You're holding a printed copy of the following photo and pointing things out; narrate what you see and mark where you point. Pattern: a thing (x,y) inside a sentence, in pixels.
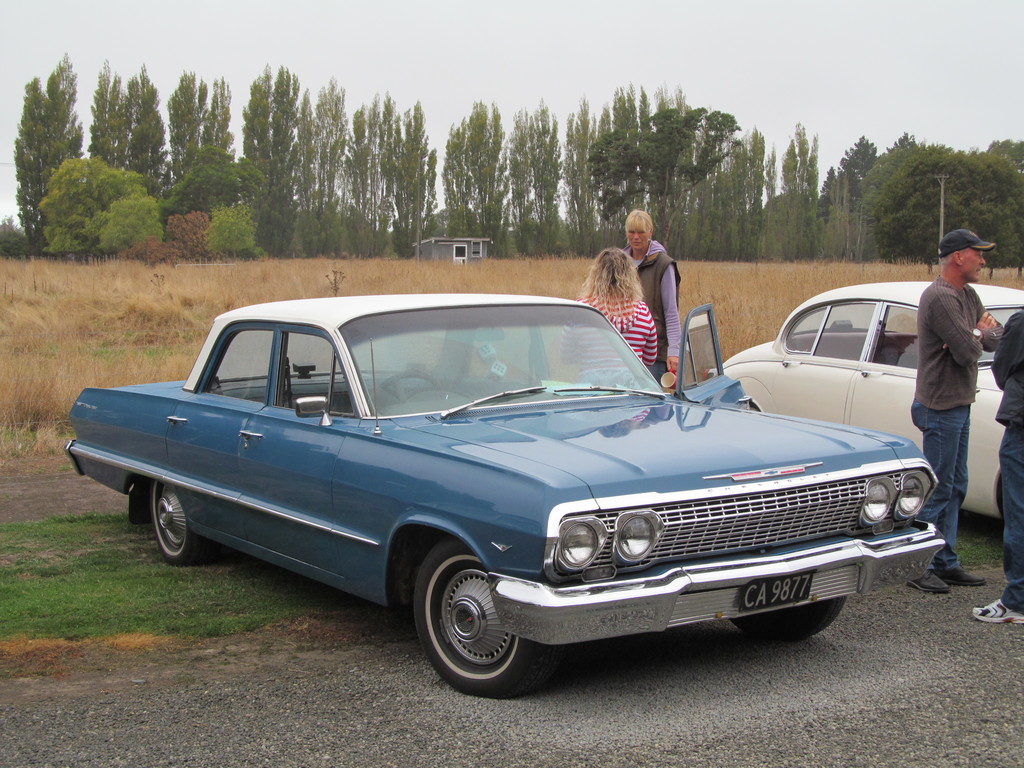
In this image I can see group of people (669,368) standing, in front (562,368) I can see a car (518,452) in blue color. Background (666,191) I can see trees (510,221) in green color and sky (494,34) in white color.
